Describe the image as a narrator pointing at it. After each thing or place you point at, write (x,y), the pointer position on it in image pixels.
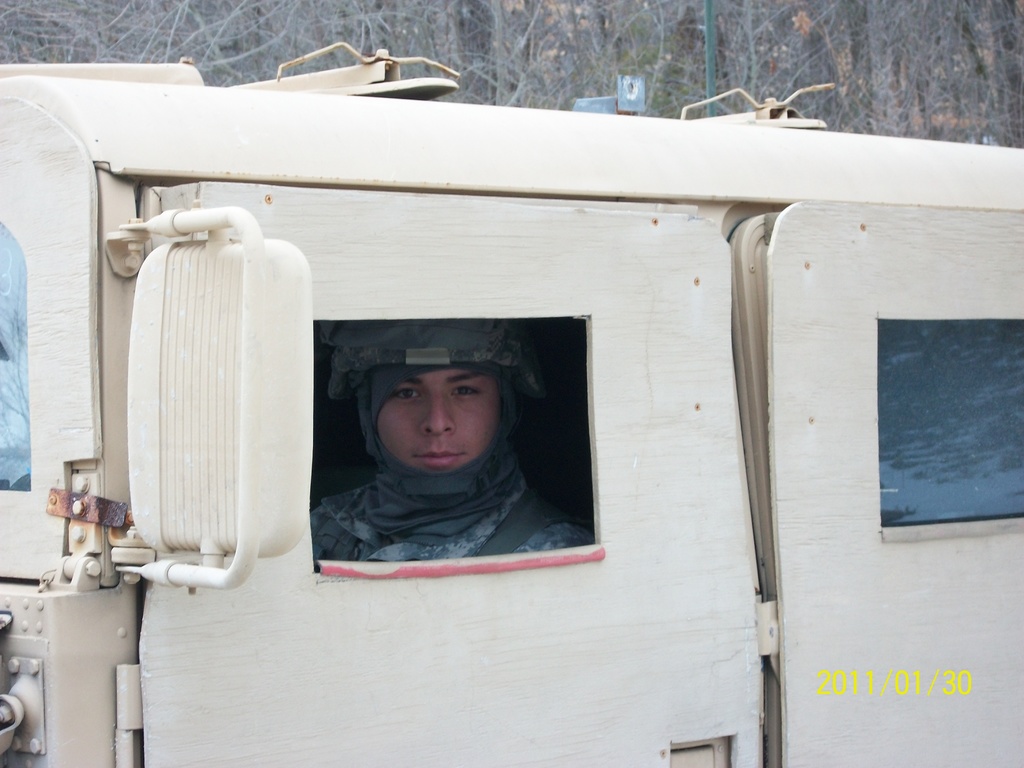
In this image, we can see a person (371,425) inside a vehicle (525,436). On the left side of the image (254,412), we can see a glass object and side mirror (256,428). On the right side of the image (886,691), we can see a glass object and watermark (919,678). This watermark (891,678) represents date (916,692). Top of the image (17,23), we can see trees (458,56).
